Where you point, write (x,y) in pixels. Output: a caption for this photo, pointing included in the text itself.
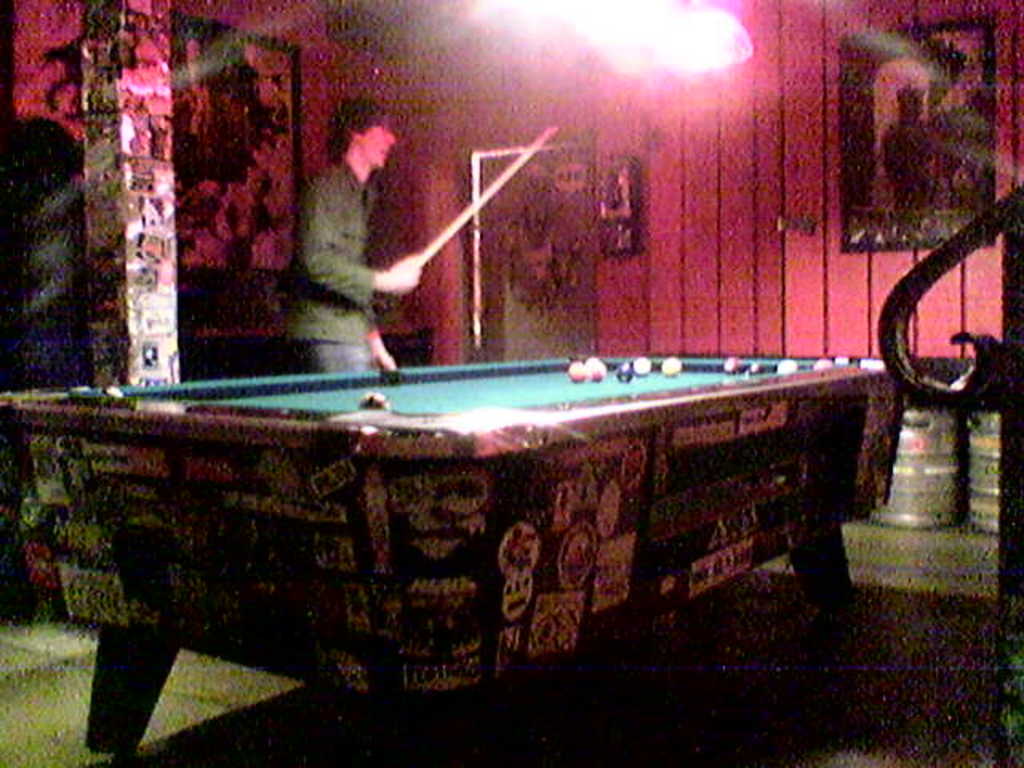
There is a stud (355,274) with a snooker stick (408,261). It seems to be of a snooker play area (527,178). The snooker board (411,470) is in the middle (357,438) with balls (628,371) on it. On the ceiling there is a red light (655,53). On the right side wall (833,143) there is a photo (909,121) and a door (562,251) at the corner. The room (939,463) has some jars (929,481) at right side (956,479) corner.
